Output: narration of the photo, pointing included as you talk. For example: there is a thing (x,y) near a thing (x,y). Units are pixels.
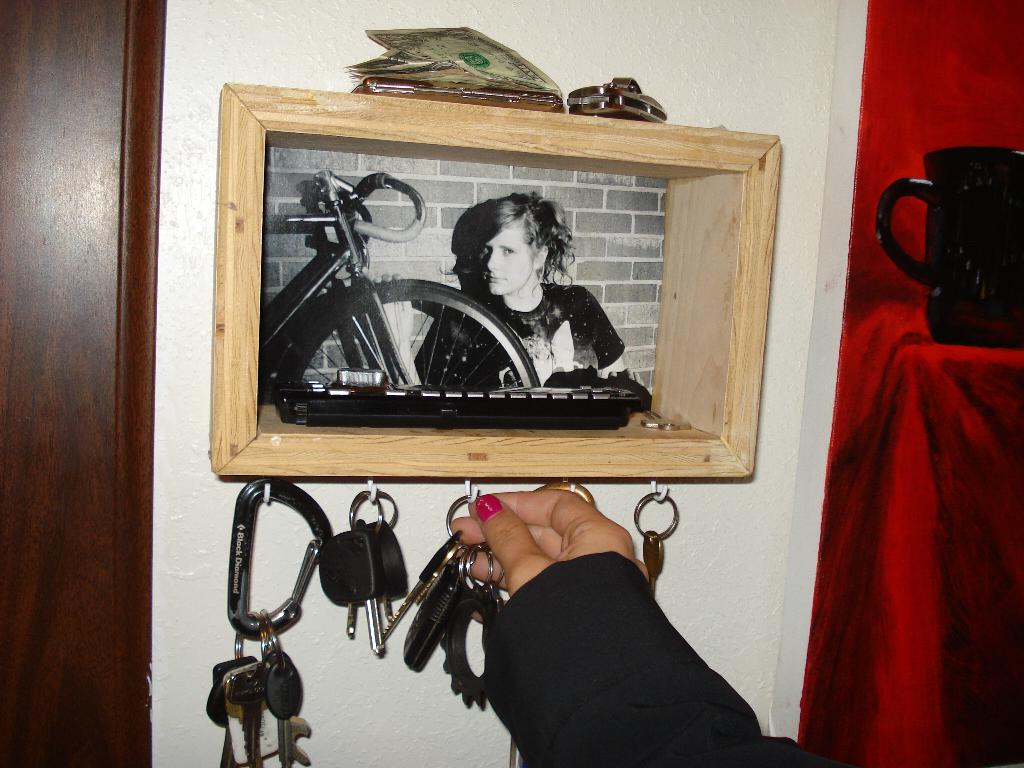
In this image there is a picture frame (305,98) attached to the wall (317,82). Frame (278,457) is having few hooks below it which are having few key chains (410,604) hanging. Top of frame (580,123) there is some money (426,47) and an object (605,103) is on it. Bottom of image (690,735) there is a person hand (526,574) holding a key chain (431,639) having keys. Beside wall (737,513) there is a table (940,361) having a cup (895,196) on it. Left side there is a door (46,709).
